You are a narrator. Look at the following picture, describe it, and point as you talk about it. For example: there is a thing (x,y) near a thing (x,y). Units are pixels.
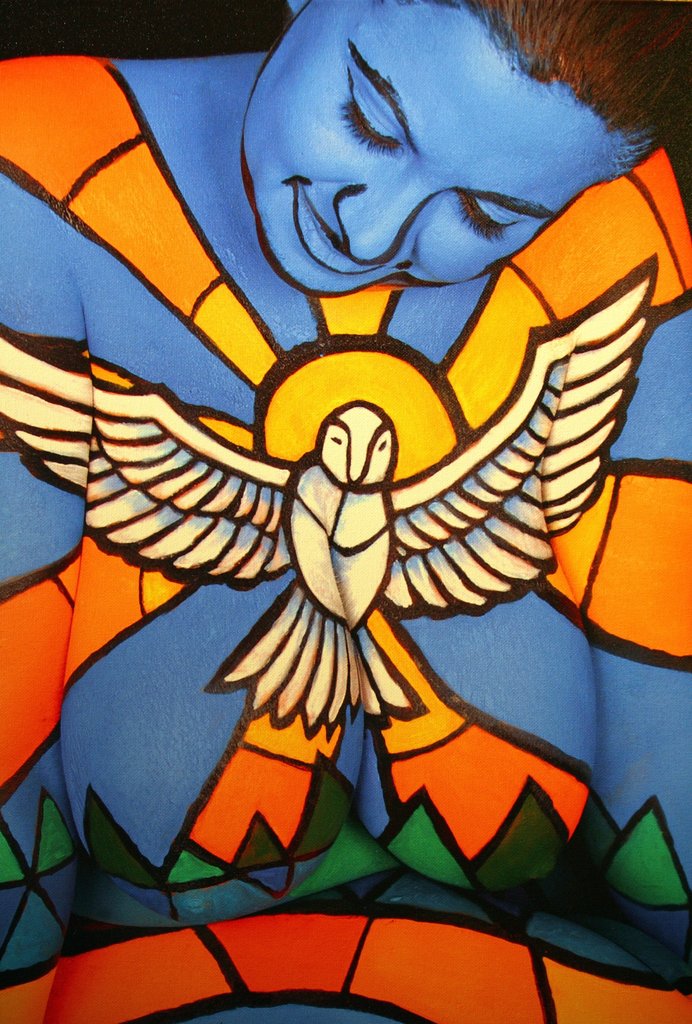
This is a painting. In this painting, we can see there is a woman (276,517) in body paint (158,193), smiling. And the background (50,1) is dark in color.
